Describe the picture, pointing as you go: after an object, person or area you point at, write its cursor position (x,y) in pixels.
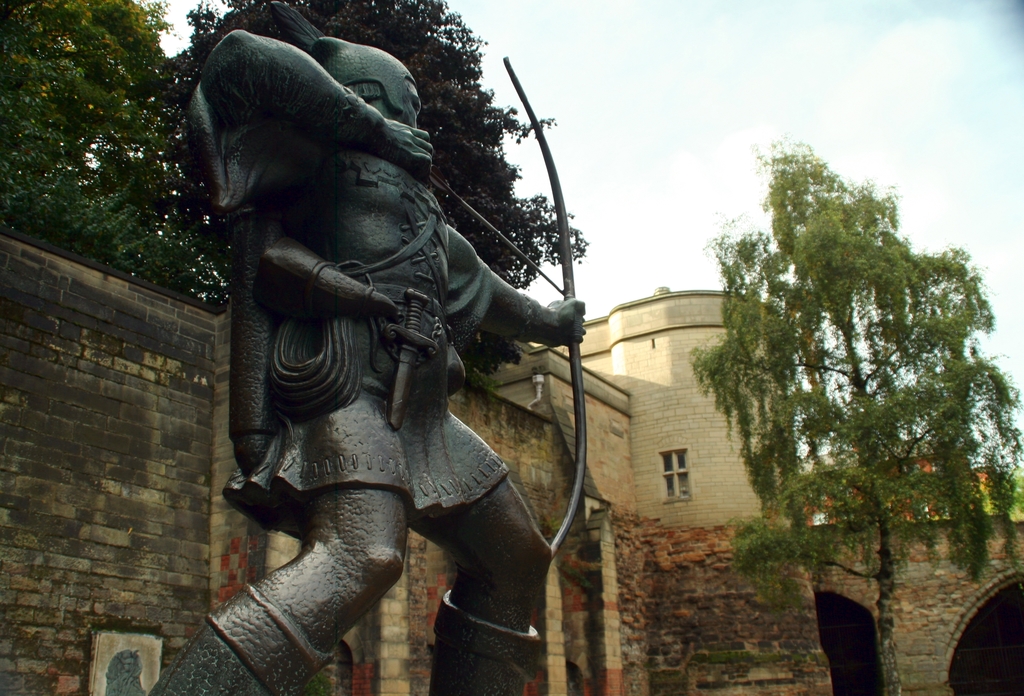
In the center of the image (494,326) a statue (453,348) is there. In the background of the image (489,348) fort (730,619), trees (153,71), wall (730,535), window (674,467) are there. At the top of the image (689,87) sky (663,154) is there.
